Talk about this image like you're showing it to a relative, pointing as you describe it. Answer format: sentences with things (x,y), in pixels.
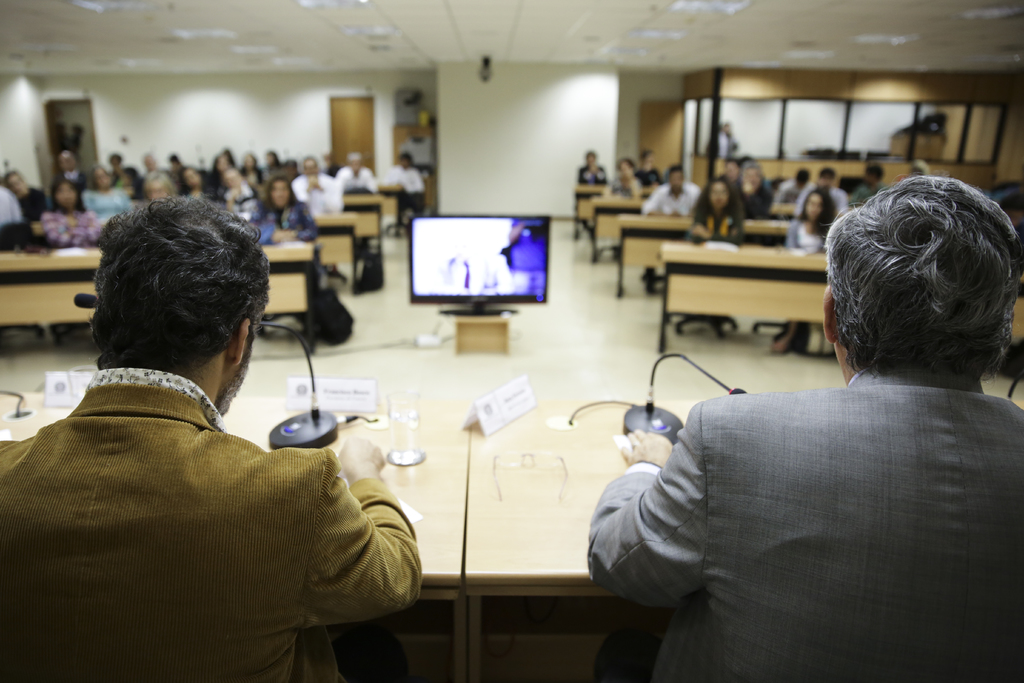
In the foreground (312,426) we can see two men (308,514) sitting beside a table (482,517) containing the name boards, glasses (399,453) and some mics (314,434) on it. In the center of the image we can see a television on the surface (487,331). On the backside (683,310) we can see a group of people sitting on the benches (666,322). We can also see a door (346,117), wall (290,133), windows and a roof (488,21) with some ceiling lights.
